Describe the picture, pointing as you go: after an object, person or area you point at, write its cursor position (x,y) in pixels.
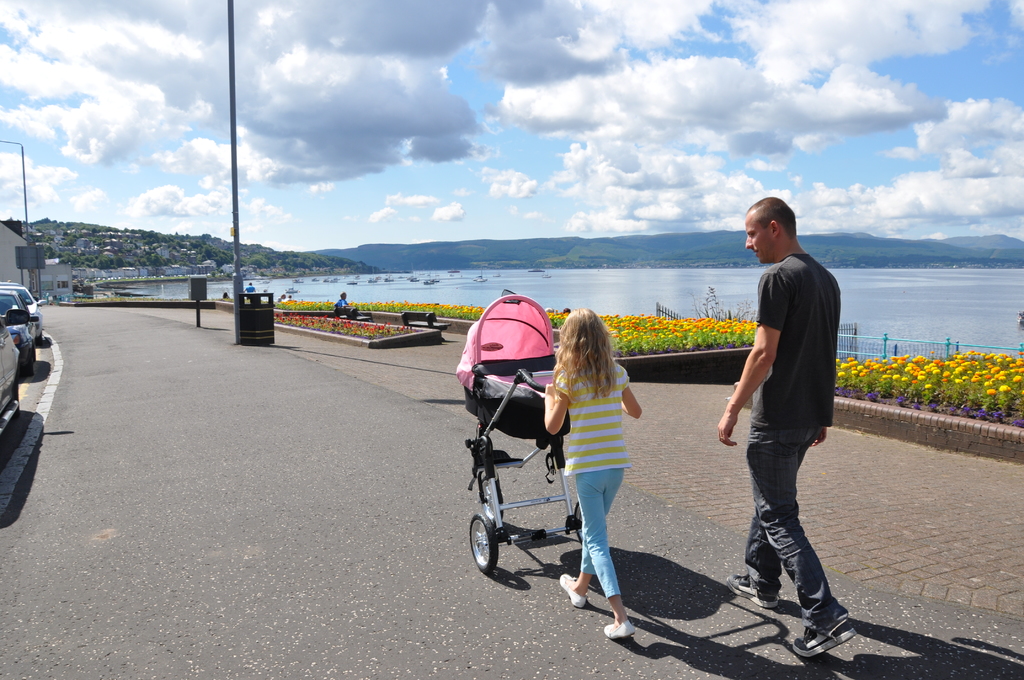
Bottom right side of the image (760,560) a man (750,236) is walking on the road (808,670). Behind him there are some flowers (617,318) and grass (720,316) and fencing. Behind the fencing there is water (995,271) and hills (583,256). Top of the image (789,194) there are some clouds (1020,162) and sky (400,23). In the middle of the image (550,372) a girl (620,397) is walking and holding a stroller (528,319). Behind her few people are sitting and there are some poles (238,282). Bottom left side of the image (7,469) there are some vehicles (16,331) on the road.
